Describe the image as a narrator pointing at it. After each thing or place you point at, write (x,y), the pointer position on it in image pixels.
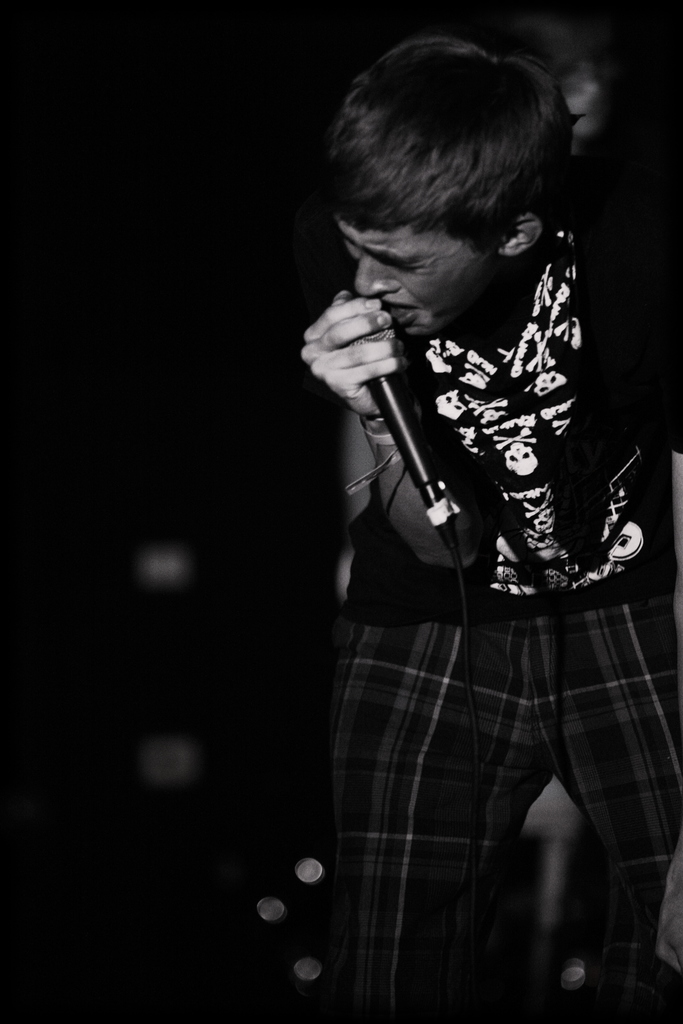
In the image we can see there is a person (455,455) who is holding mic (387,413) in his hand (375,328) and the image is in black and white colour.
